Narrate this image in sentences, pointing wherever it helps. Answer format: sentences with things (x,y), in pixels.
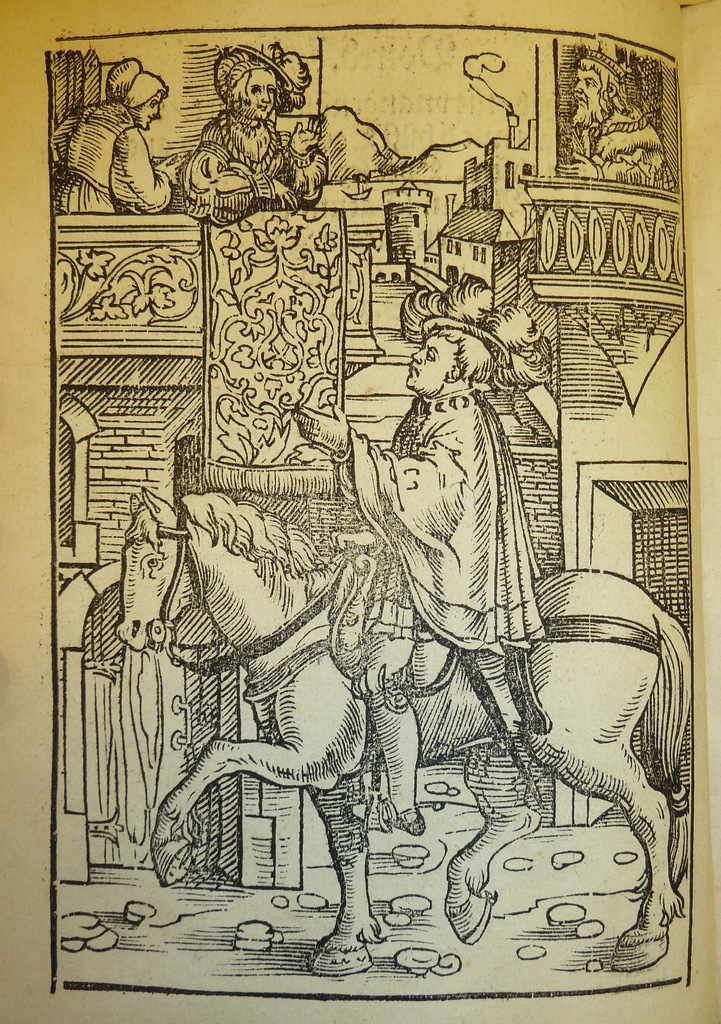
In this picture we can see an object (597,836) seems to be the paper (66,368) and the drawing (306,49) on the paper (606,501) which includes a person (405,509) sitting on the horse (617,723) and we can see the group of persons (585,156), buildings (556,295) and some other objects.
